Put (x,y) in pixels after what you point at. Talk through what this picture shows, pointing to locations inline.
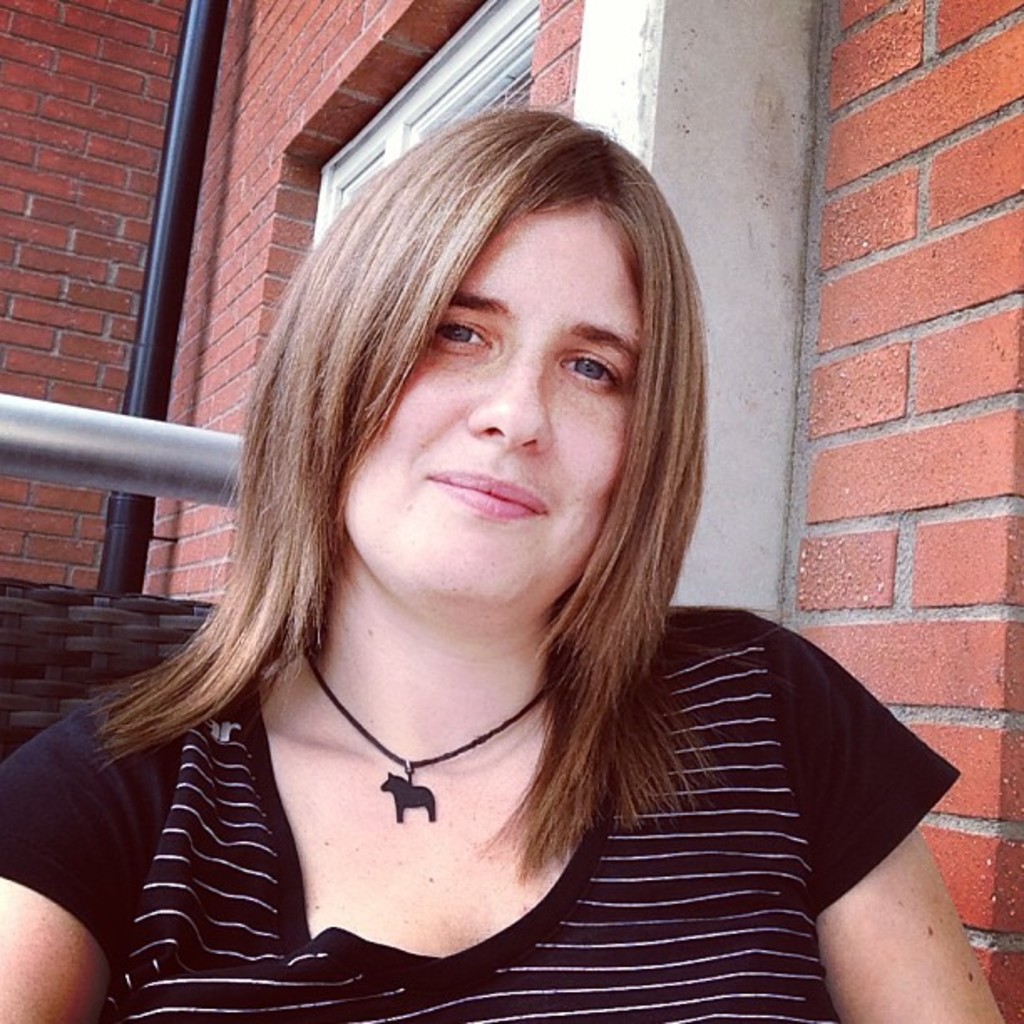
In this image, we can see a woman (787,829) is watching and smiling. Background (62,466) we can see rod (137,462), pole (161,374), brick wall (13,161) and window (376,139).
